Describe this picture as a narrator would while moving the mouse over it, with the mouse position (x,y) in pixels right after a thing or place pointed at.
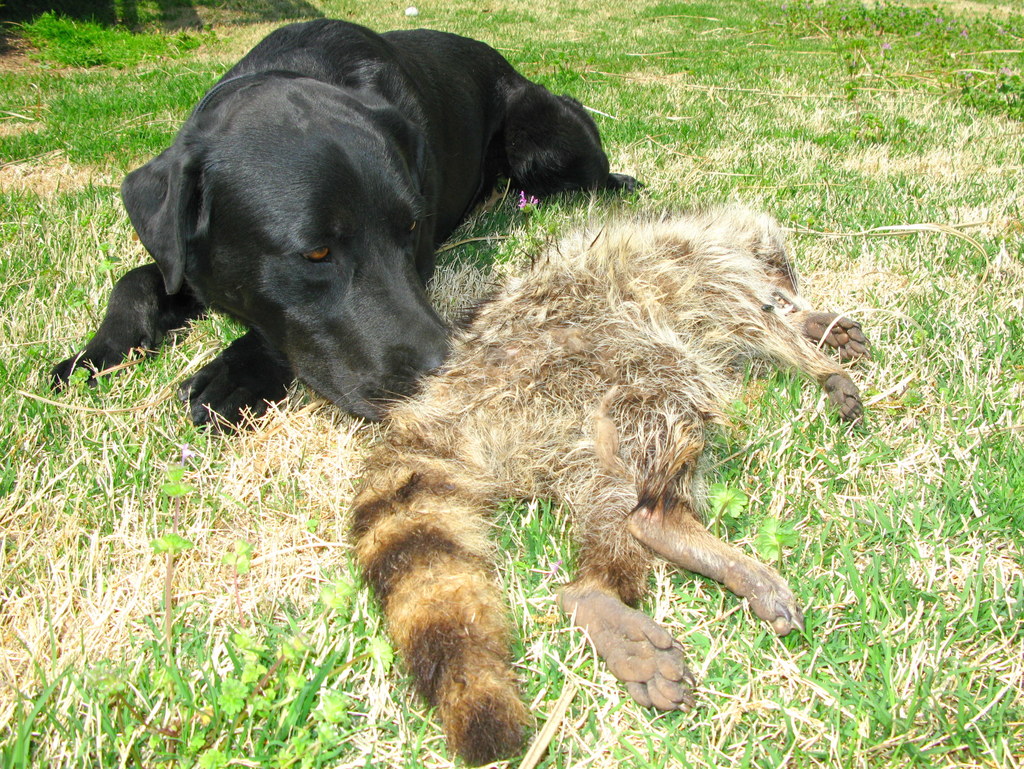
In this picture, we can see animals (616,361) lying on the ground (777,425), the ground (775,377) is covered with grass (770,134).
